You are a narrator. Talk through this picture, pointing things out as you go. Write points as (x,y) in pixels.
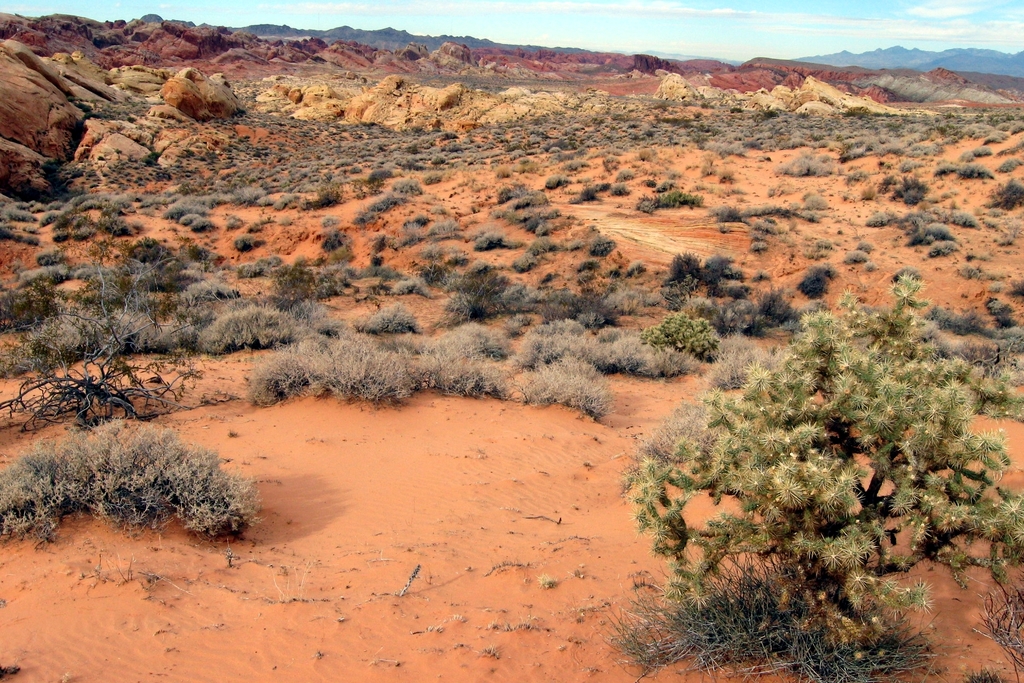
In this image there is the sky (771,24) towards the top of the image (609,24), there are clouds (960,23) in the sky (613,18), there are mountains (964,63), there is ground (410,558) towards the bottom of the image (507,544), there are rocks (208,115) on the ground (473,203), there are plants (541,396) on the ground (483,213).
